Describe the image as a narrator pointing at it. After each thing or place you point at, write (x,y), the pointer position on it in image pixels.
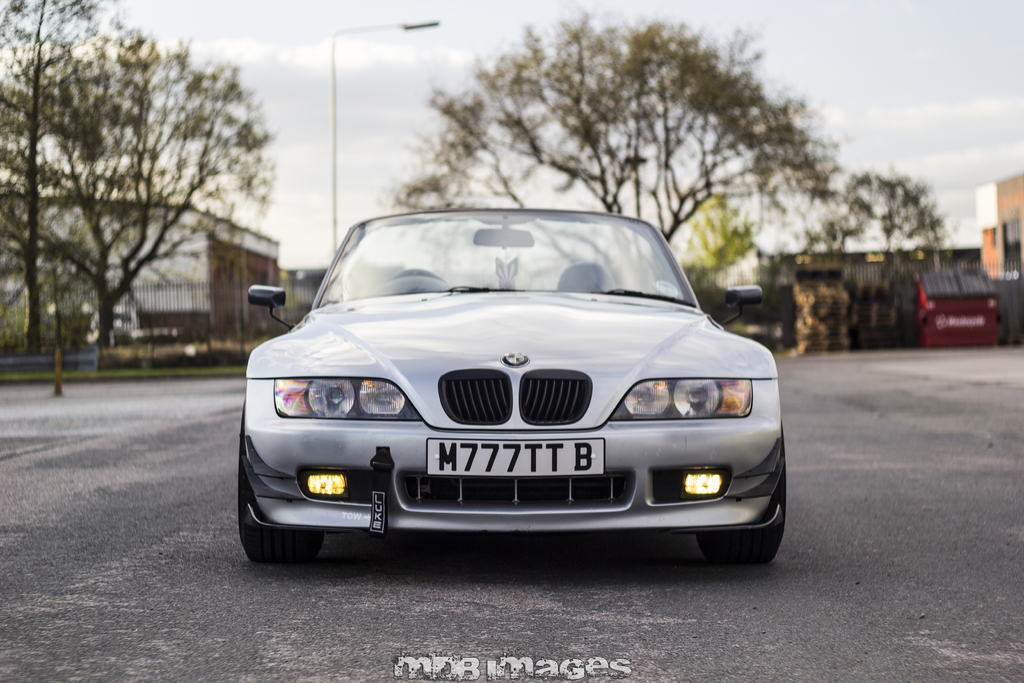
There is a gray color car (590,248) on the road (839,448). In front of that, there is a watermark (603,663). In the background (747,117), there are trees (480,146), a fencing (204,330), a light (431,26) attached to the pole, buildings (1019,226) and there are clouds (533,27) in the sky (520,37).
